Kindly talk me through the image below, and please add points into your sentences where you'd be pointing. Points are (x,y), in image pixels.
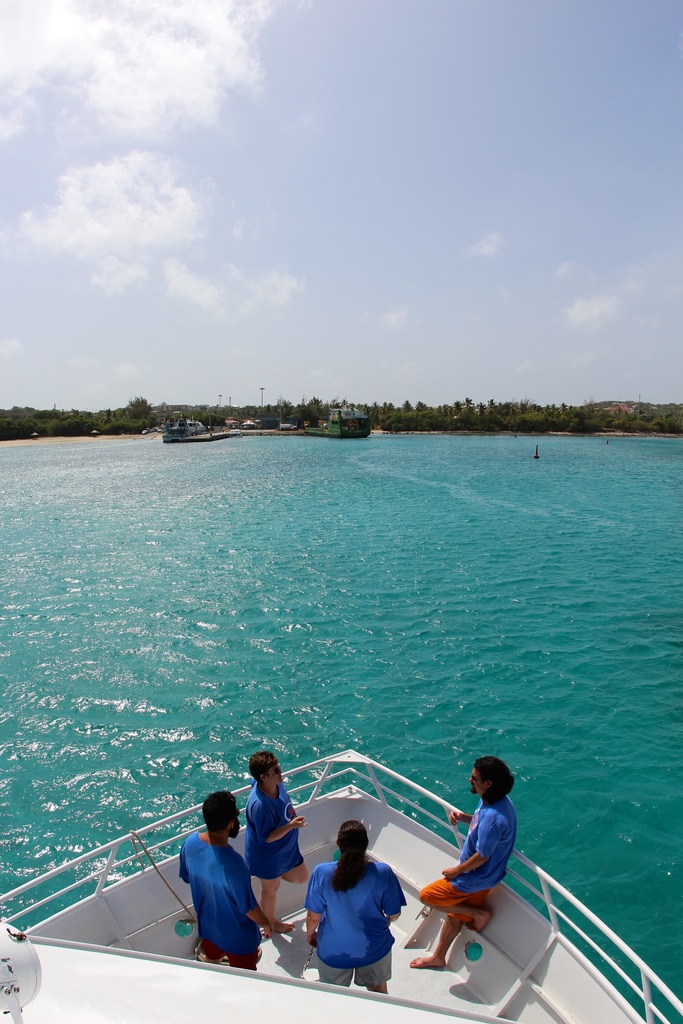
Here I can see a boat (133,964) on the water (268,637). On the boat (429,869) I can see four people (316,880) are wearing blue color t-shirts (248,849), shorts (382,966) and standing. In the background (261,419), I can see few buildings (249,423) and trees (111,418). On the top of the image (431,217) I can see the sky (378,132) and clouds (145,120).
